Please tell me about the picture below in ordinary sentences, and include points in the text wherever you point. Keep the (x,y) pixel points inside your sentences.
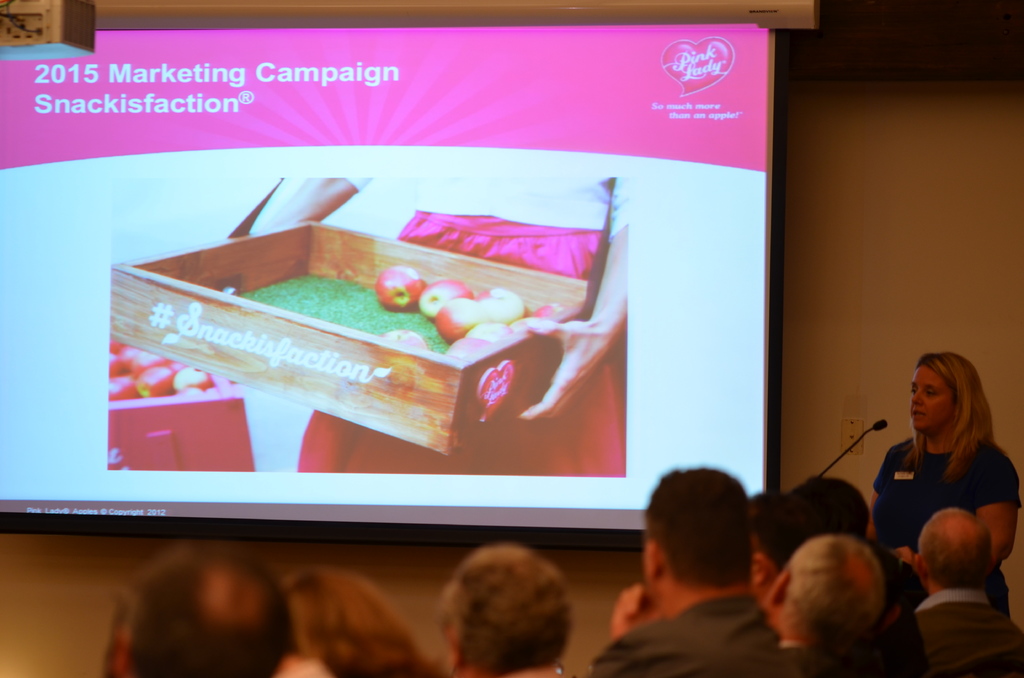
In this image we can see, on the bottom (706,676) people (843,667) are sitting and on the right side (901,470) a woman (965,498) is standing and there is a screen (429,317) in the middle (549,302).
